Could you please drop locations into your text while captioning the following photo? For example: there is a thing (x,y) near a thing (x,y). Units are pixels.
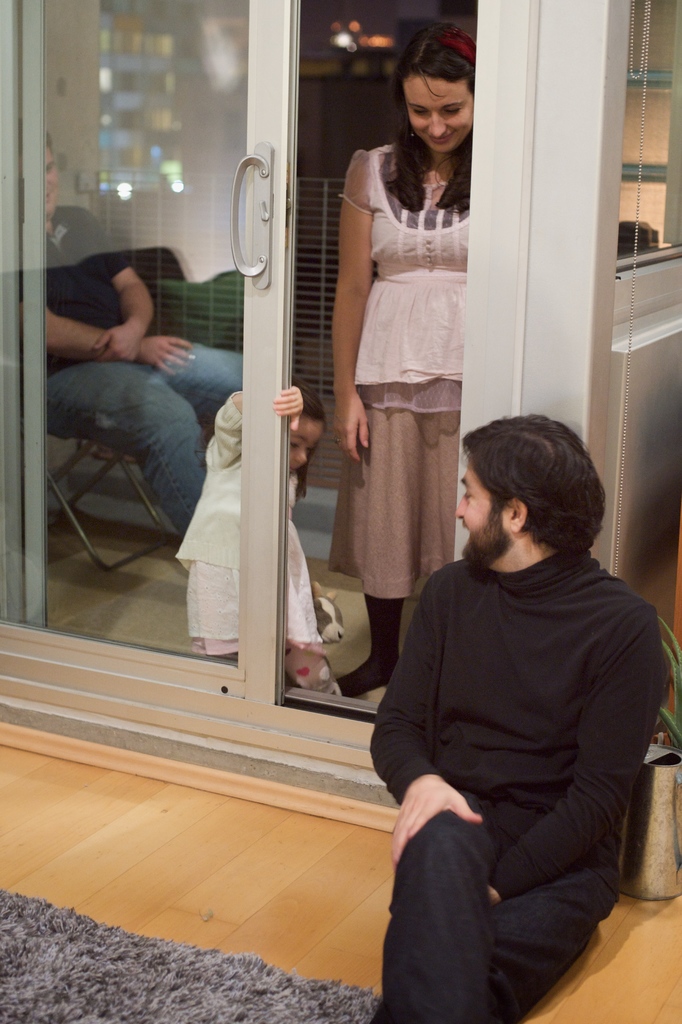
In this image, there are a few people (435,485). We can see the glass door (197,44) and window (636,26). We can also see the ground (650,958) and a cloth (69,946). We can also see a toy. We can also see an object (635,859) on the right (626,823).
